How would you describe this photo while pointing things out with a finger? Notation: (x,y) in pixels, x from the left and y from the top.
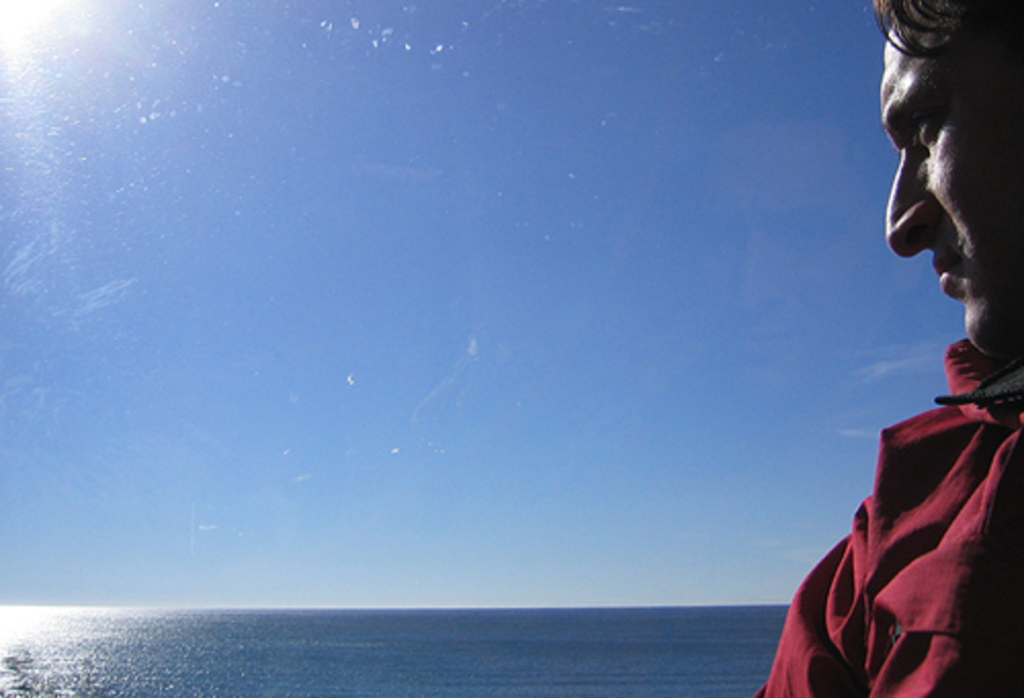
In this picture we can see a person (1013,286) and we can see water (388,611), sky (930,392) in the background (398,607).
